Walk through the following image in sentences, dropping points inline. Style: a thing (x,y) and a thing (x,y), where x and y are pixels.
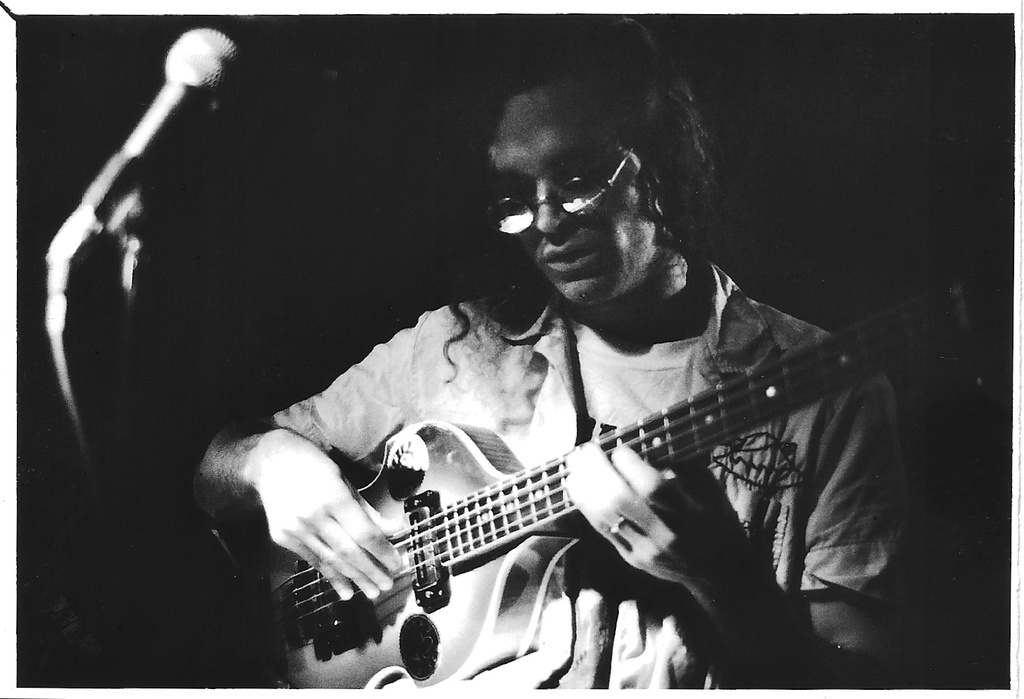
A black and white picture. This man (525,334) wore spectacles (518,227) and playing guitar (434,527) in-front of mic (205,82).
